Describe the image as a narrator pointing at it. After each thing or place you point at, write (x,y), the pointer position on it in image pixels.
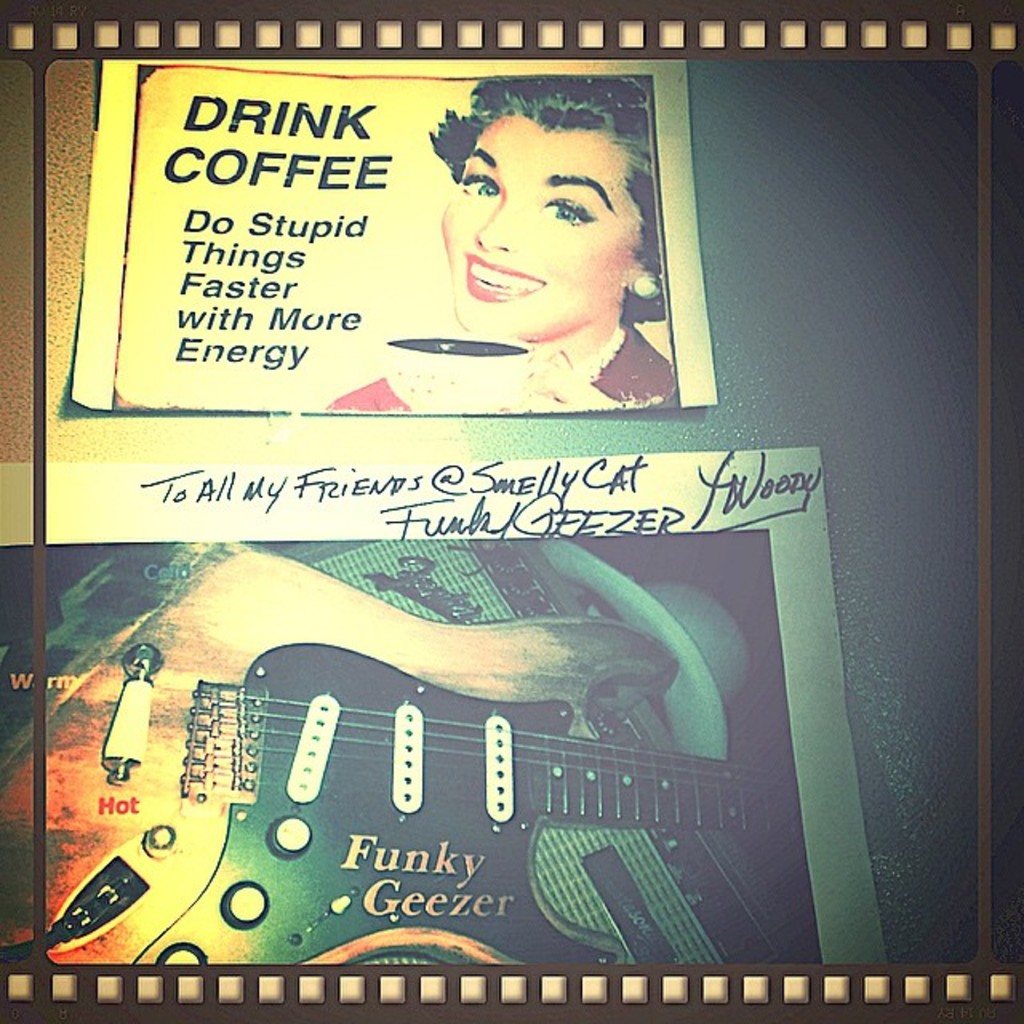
In this image there are posters (598,332) pasted on the wall (801,279).
